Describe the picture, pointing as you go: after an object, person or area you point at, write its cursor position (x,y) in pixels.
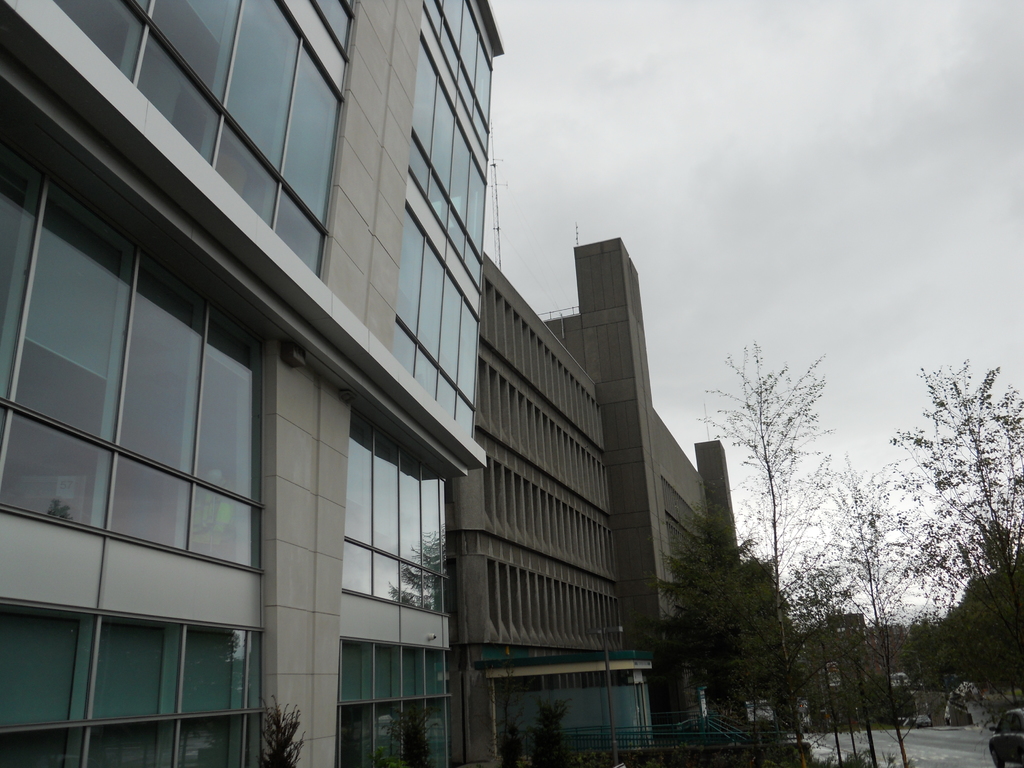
On the left side (106,179), there are buildings (548,472) and trees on the ground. On the right side (834,641), there are trees (853,584) and there is a road (934,733). In the background (848,425), there are clouds (854,281) in the sky (779,293).
